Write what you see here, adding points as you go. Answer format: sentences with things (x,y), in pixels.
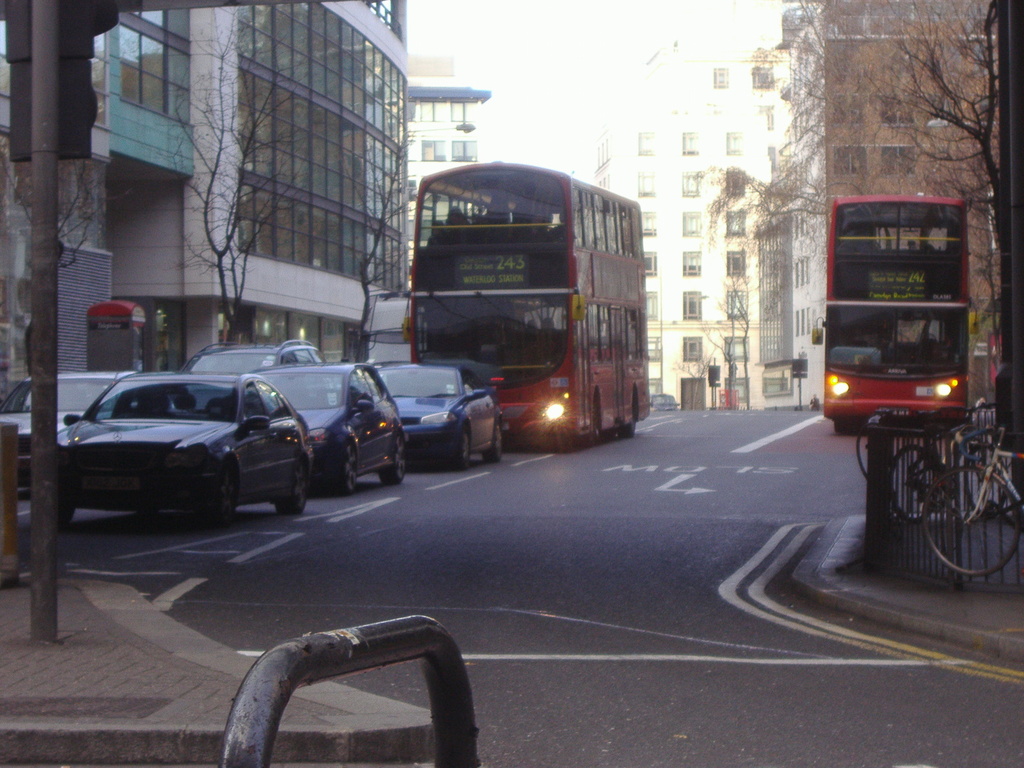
This picture consists of a road (989,691), on the road (983,703) there are some vehicles (536,276) visible, on the right side (818,82) there are some buildings (843,115), fence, trees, bi-cycle (1007,485), on the left side (71,172) there is a traffic signal light (41,296), buildings (296,76), trees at the top (565,66) there is the sky (545,30) visible. At the bottom (295,593) there is road (255,654).
